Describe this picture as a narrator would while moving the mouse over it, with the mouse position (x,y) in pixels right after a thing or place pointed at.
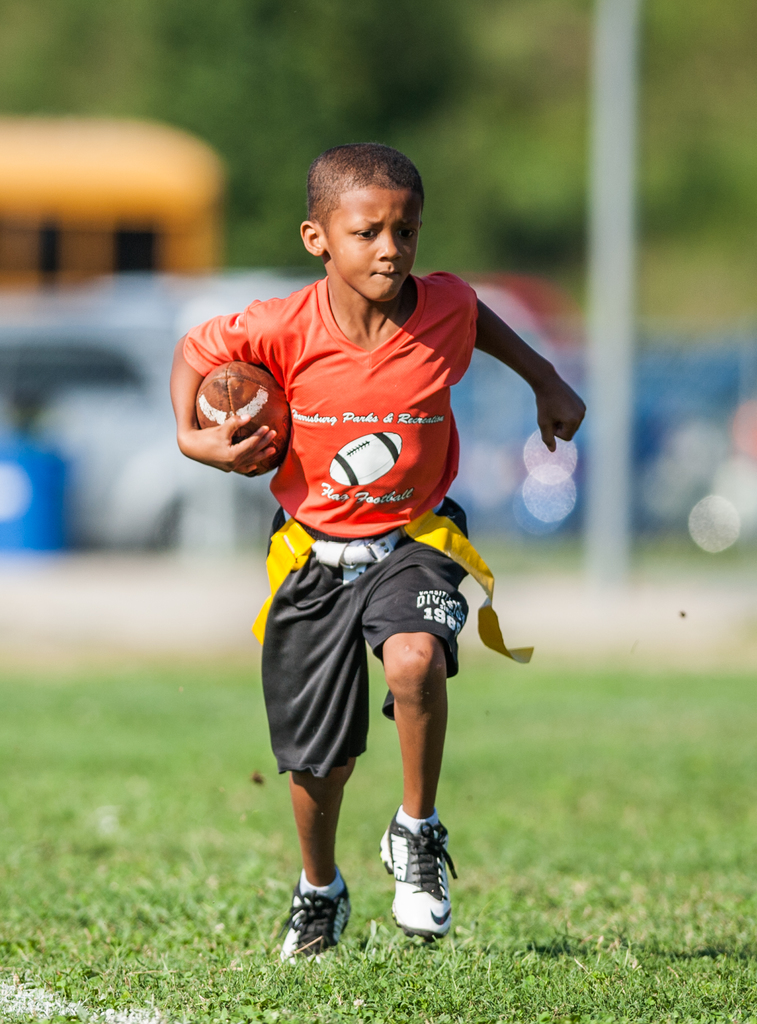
A boy (305,406) is running on a field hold a football (269,427). He wears a orange T shirt (356,476) and black color shorts (324,617) with a white shoes (395,864).
